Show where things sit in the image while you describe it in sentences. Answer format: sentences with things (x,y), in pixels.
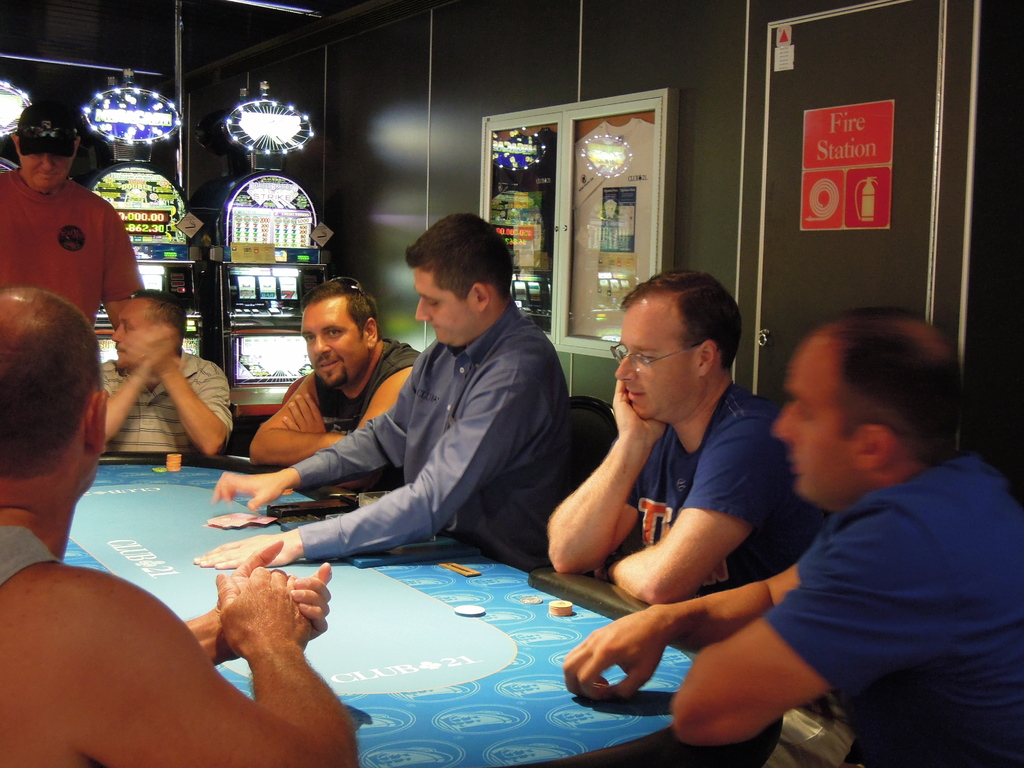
In the image we can see group of people (72,350) were sitting on chair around the table (411,574). on table (389,647), we can see cards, coins (458,608) etc. In the background (291,137) we can see window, wall (481,78), machine (254,209) and one person (71,233) standing.
